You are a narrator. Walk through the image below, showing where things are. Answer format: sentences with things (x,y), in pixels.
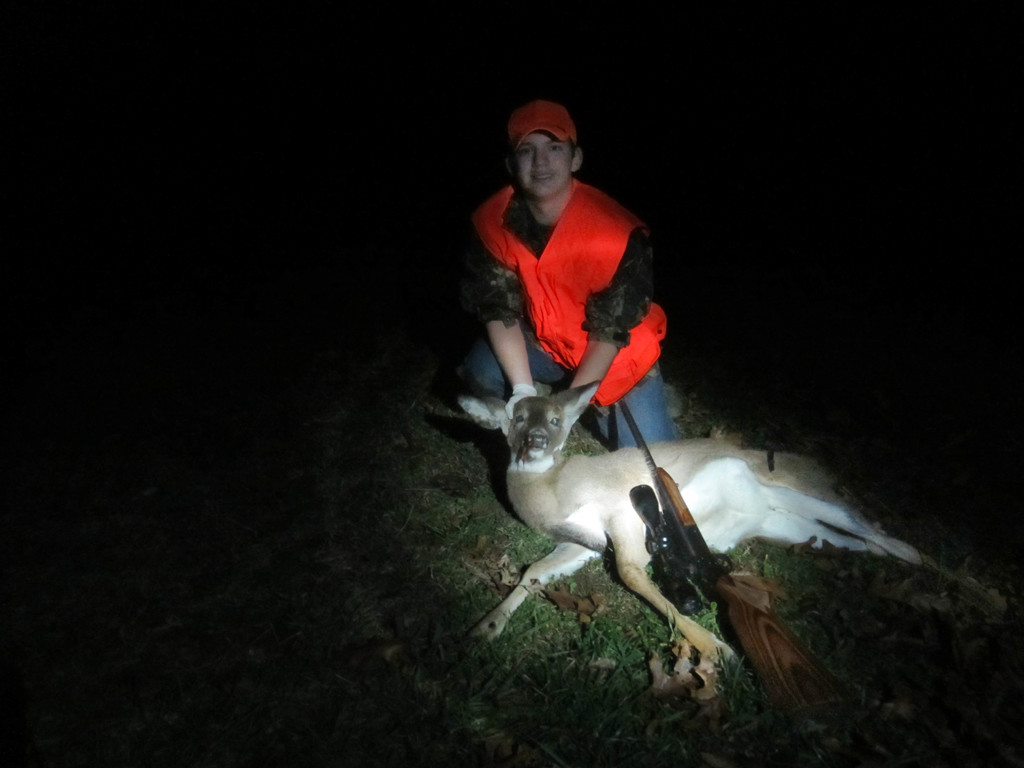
In this image I can see a person (502,202) and the person (482,210) is wearing red jacket (571,305), blue pant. In front (538,495) I can see an animal (817,521) in cream and white color and I can also see a gun (676,545), and I can see dark background (500,5).
